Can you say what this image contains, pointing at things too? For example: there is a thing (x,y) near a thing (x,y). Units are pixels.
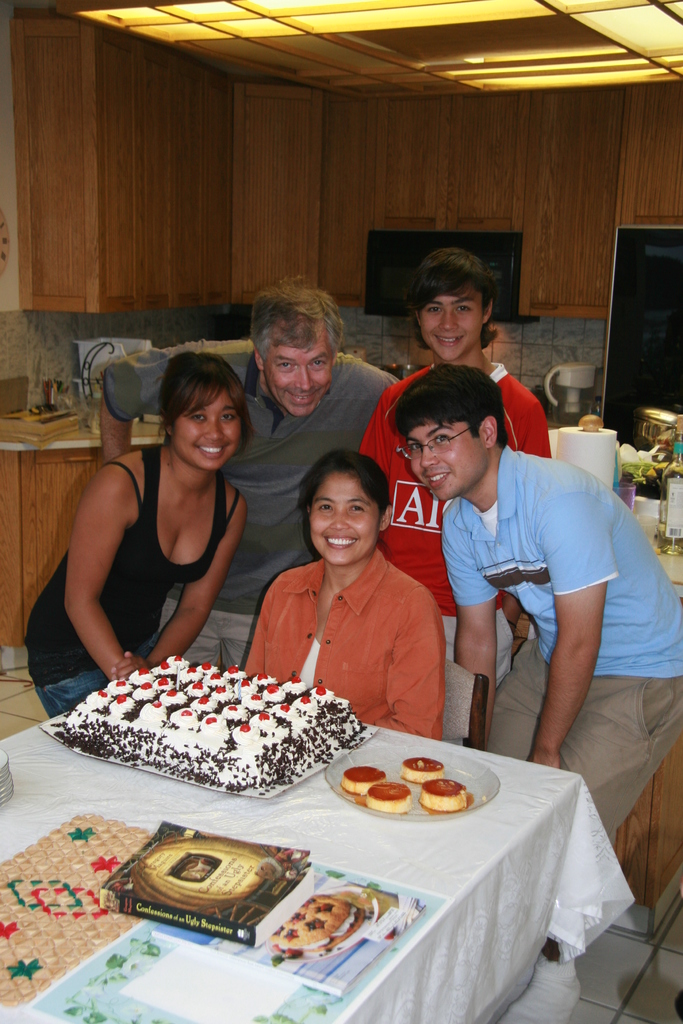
In this picture some people (138,614) are there in standing position and one woman (370,489) is sitting on a chair (455,702) in front of them there is a table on the table (524,783) we have white color cloth (493,853) to cover the table (523,881) and something's (251,724) is placed on the table (531,876) they are cake (238,735), plate (395,778) and background (658,485) we can see the one more table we have tissues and some items (631,458) are placed on a table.
